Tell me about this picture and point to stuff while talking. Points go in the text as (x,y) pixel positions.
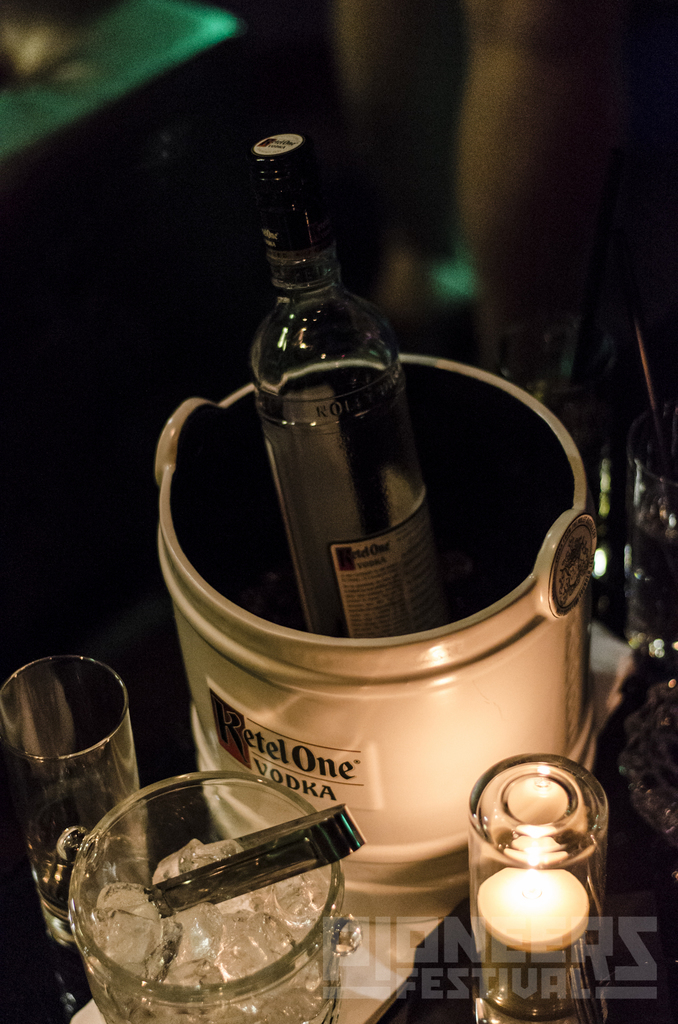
In this picture we can see a bottle (402,583) and a glass (54,936) on the table (56,1004).
